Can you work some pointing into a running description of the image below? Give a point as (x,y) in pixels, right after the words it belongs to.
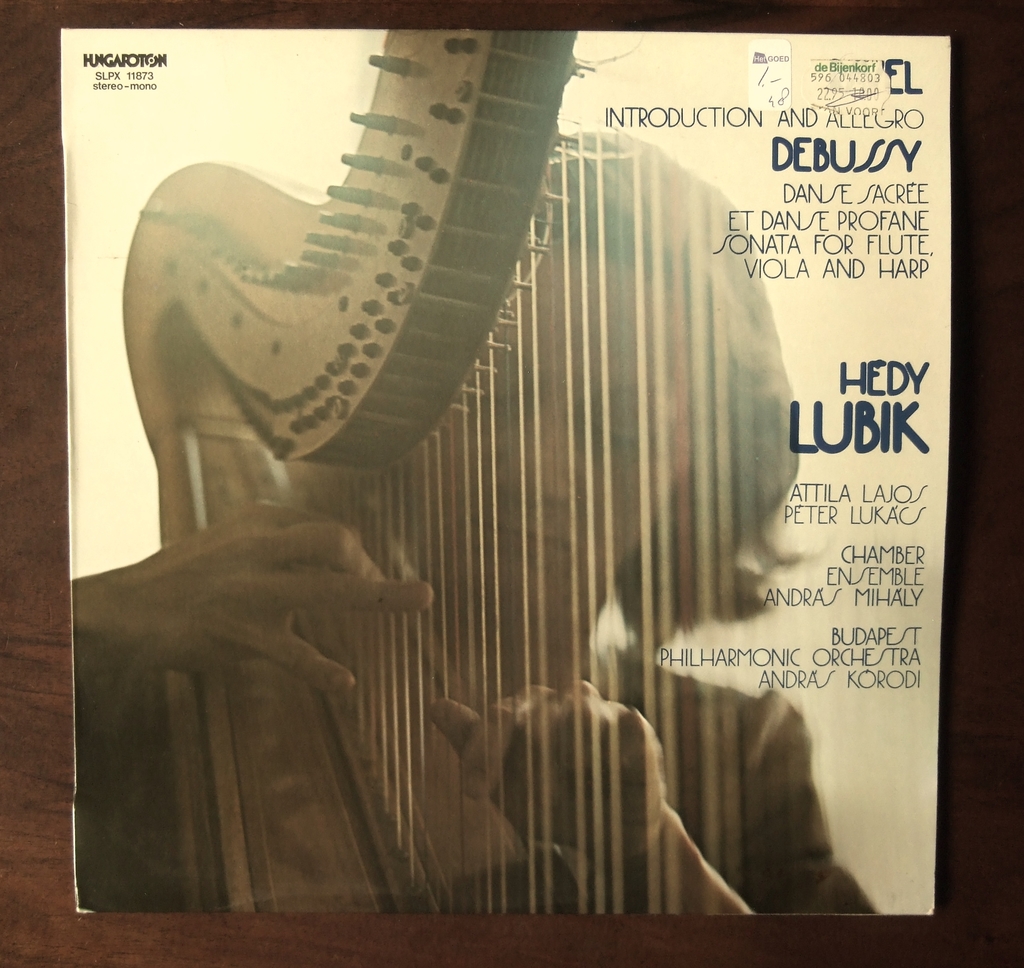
This is an edited image in which there is a woman (417,587) holding a musical instrument (500,627) and there is some text (824,202) written on it.
